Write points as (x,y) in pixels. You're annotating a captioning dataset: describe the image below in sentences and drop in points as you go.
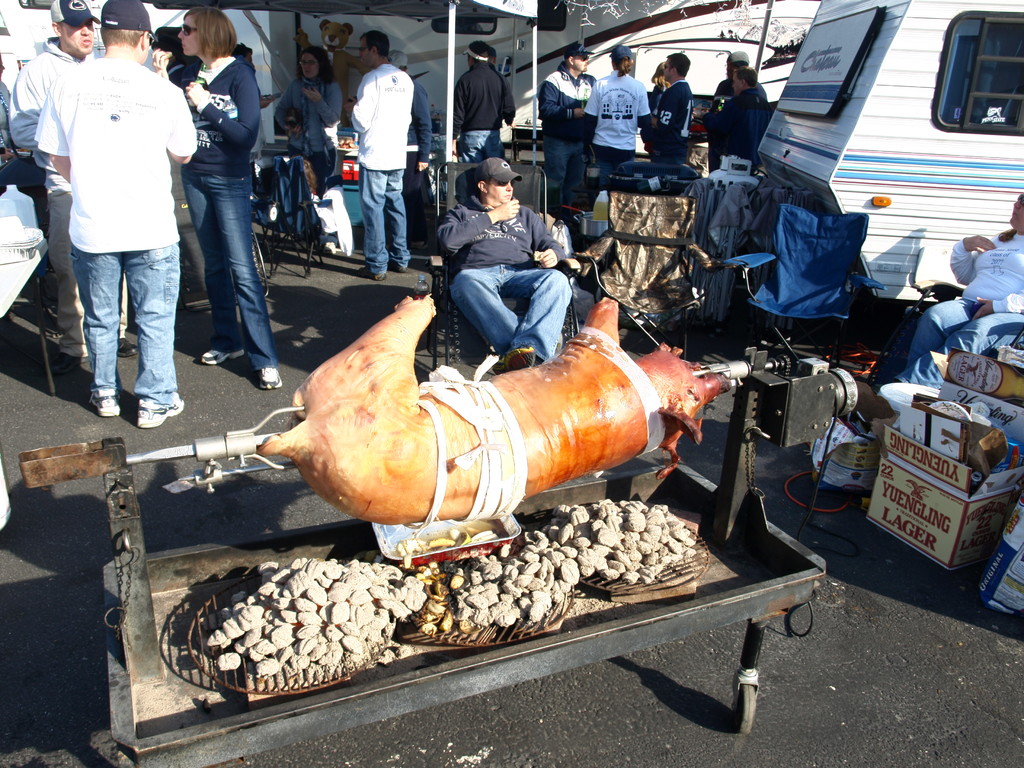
In this picture, we can see some dish (390,446) hanged on the surface (725,595), we can see a few people (535,310), vehicles (885,207), shed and some objects (807,223) on the road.
